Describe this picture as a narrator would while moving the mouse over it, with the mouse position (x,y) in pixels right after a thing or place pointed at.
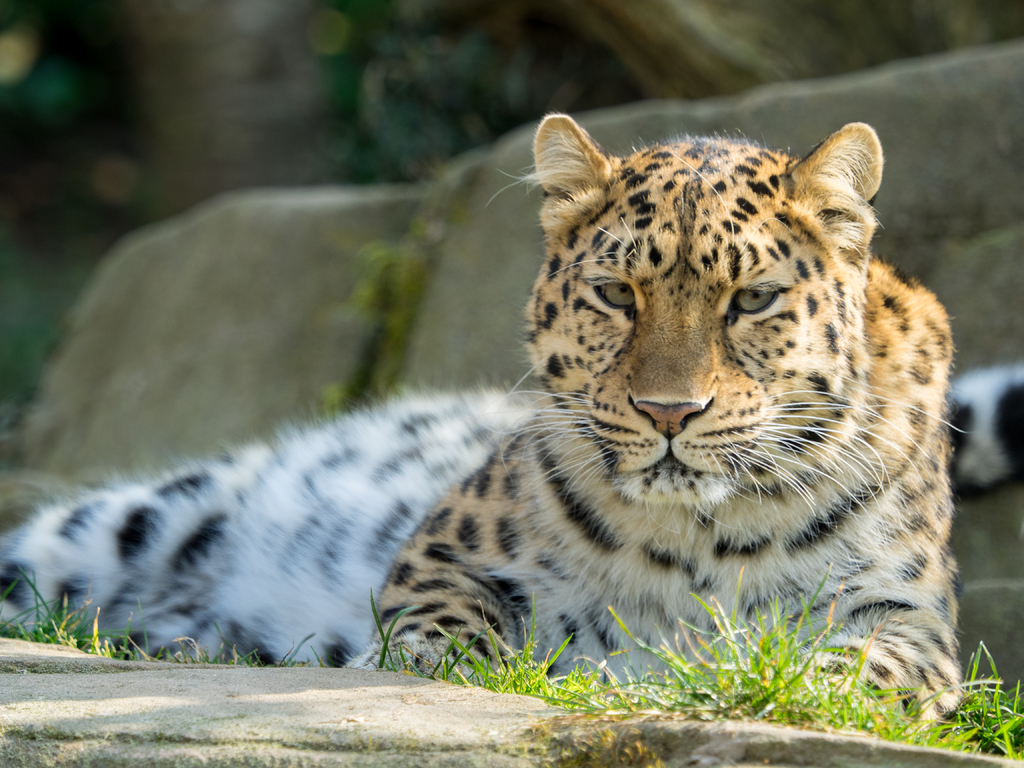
In this image I can see leopard (865,342) lying which is in brown, black and white color, at back (238,237) I can see few rocks (255,210), and trees (359,82) in green color.
